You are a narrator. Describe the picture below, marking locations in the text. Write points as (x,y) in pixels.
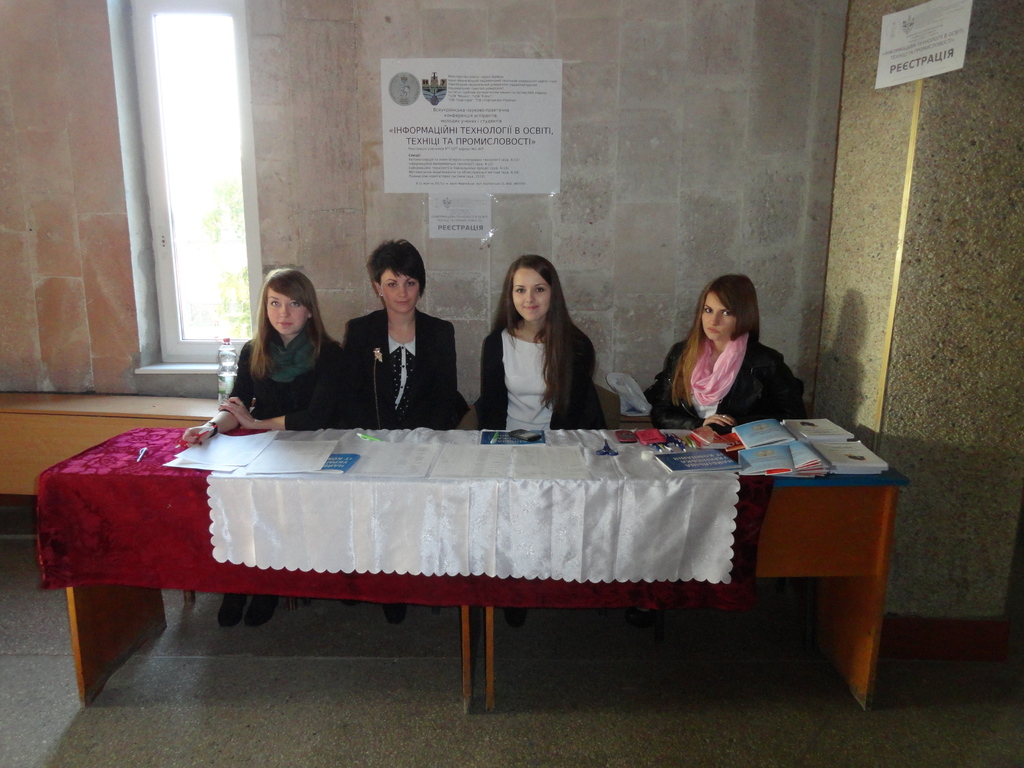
In this image there are four women (446,346) who are sitting in front of them there is one table (89,548) that table (468,536) is covered with a red and white cloth (262,513). On that table (307,456) there are some books (721,453), papers (280,456) are there. On the top of the image (471,50) there is one wall (623,43) on that wall (726,43) there is one paper (463,142) sticked to the wall (673,91) on the top of the right corner (900,65) there is another paper (886,62) on the left side of the image (190,132) there is one window (198,213) and on the left side (276,338) there is one woman (277,346) who is sitting beside her there is one bottle (225,361).
